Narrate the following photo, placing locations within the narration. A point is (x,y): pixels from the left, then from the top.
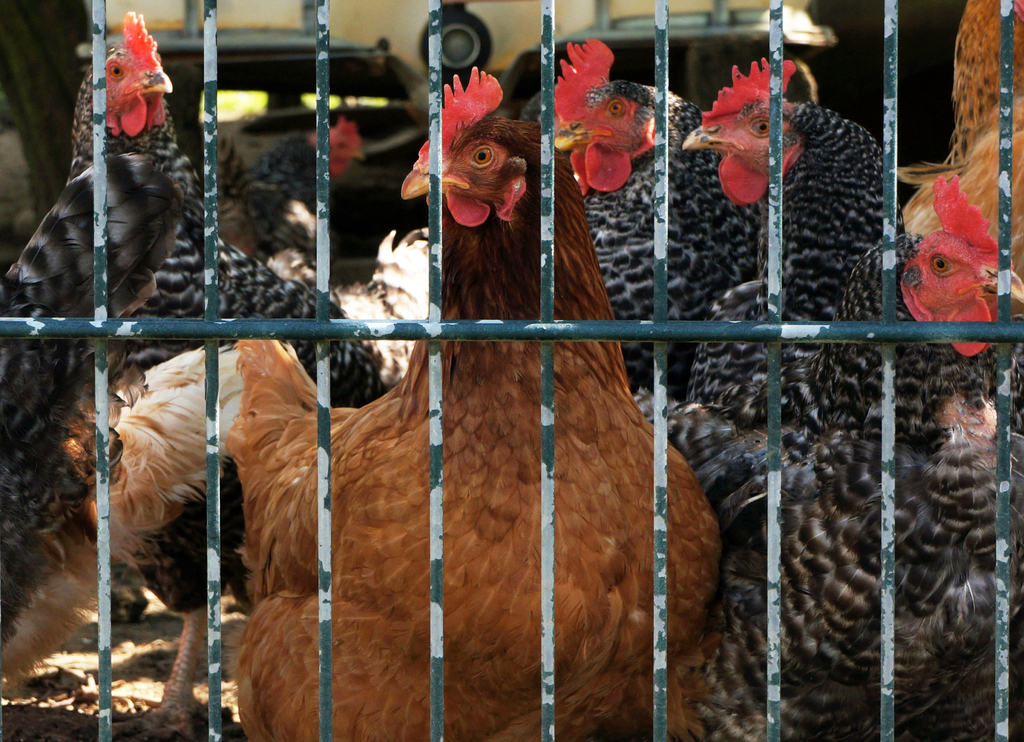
In the image there are a group of cocks (390,273) and in front of the cocks (146,46) there is a fence (96,54) of iron rods (466,329).
